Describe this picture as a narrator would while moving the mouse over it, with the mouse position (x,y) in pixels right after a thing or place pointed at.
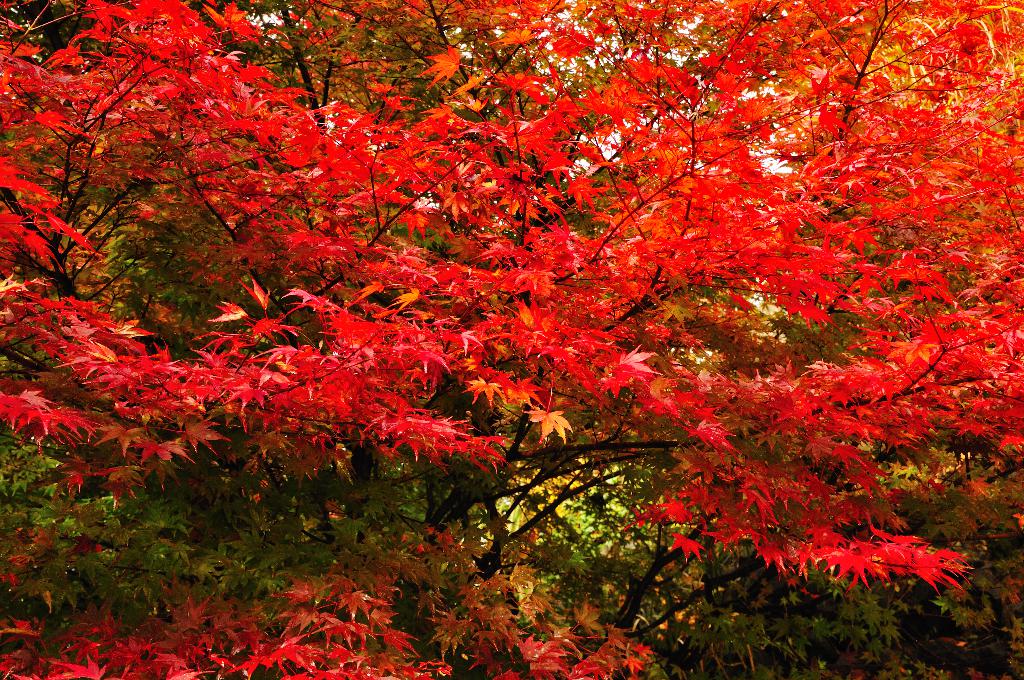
Here in this picture we can see plants (555,350) and trees (393,159) present all over there.
